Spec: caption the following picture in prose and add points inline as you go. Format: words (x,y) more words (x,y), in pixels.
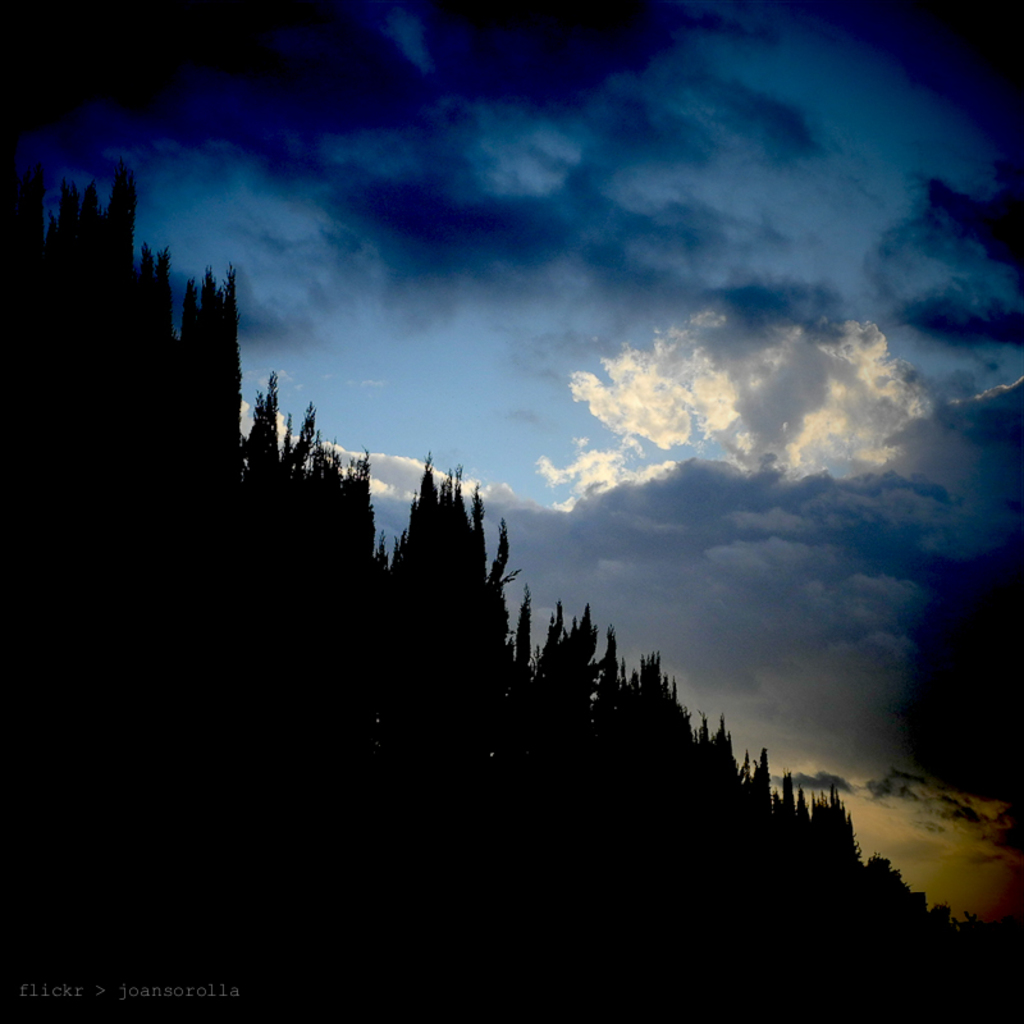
On the bottom left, there is a watermark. In the background (627,824), there are trees (260,588) on a mountain (954,981) and there are clouds (779,408) in the blue sky (577,299).
